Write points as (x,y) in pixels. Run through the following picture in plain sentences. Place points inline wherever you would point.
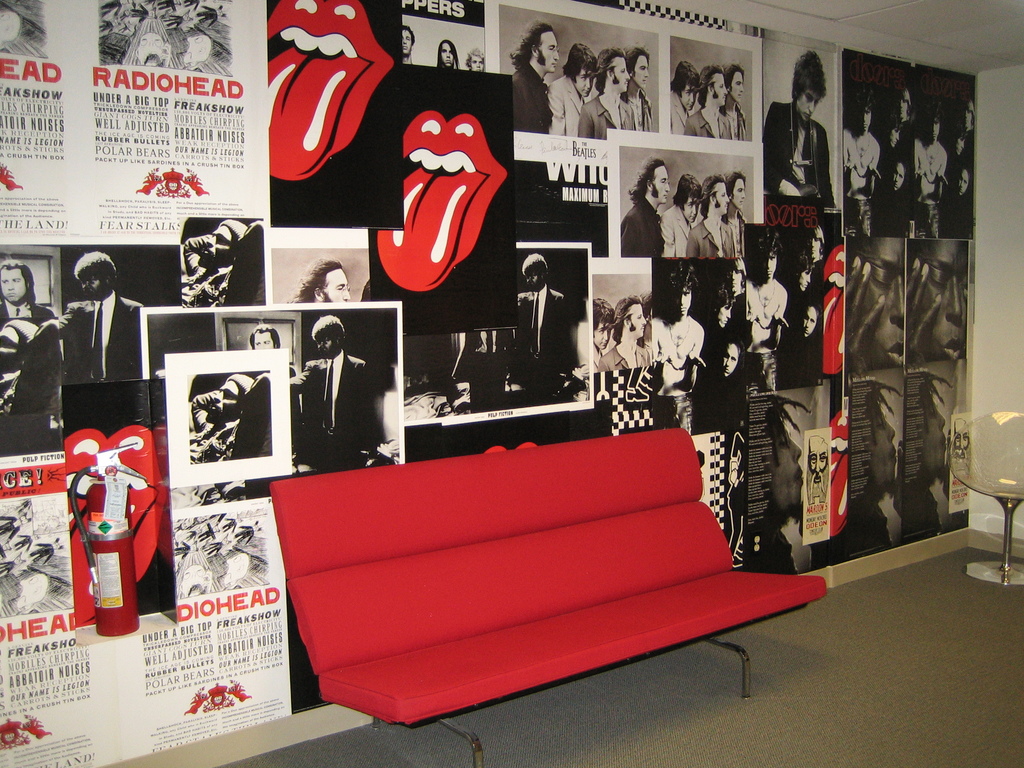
There are different pictures (510,214) of different people (650,249) on this wall (445,287) in black and white, in the middle (674,440) there is a sofa chair (561,499) in red color.
